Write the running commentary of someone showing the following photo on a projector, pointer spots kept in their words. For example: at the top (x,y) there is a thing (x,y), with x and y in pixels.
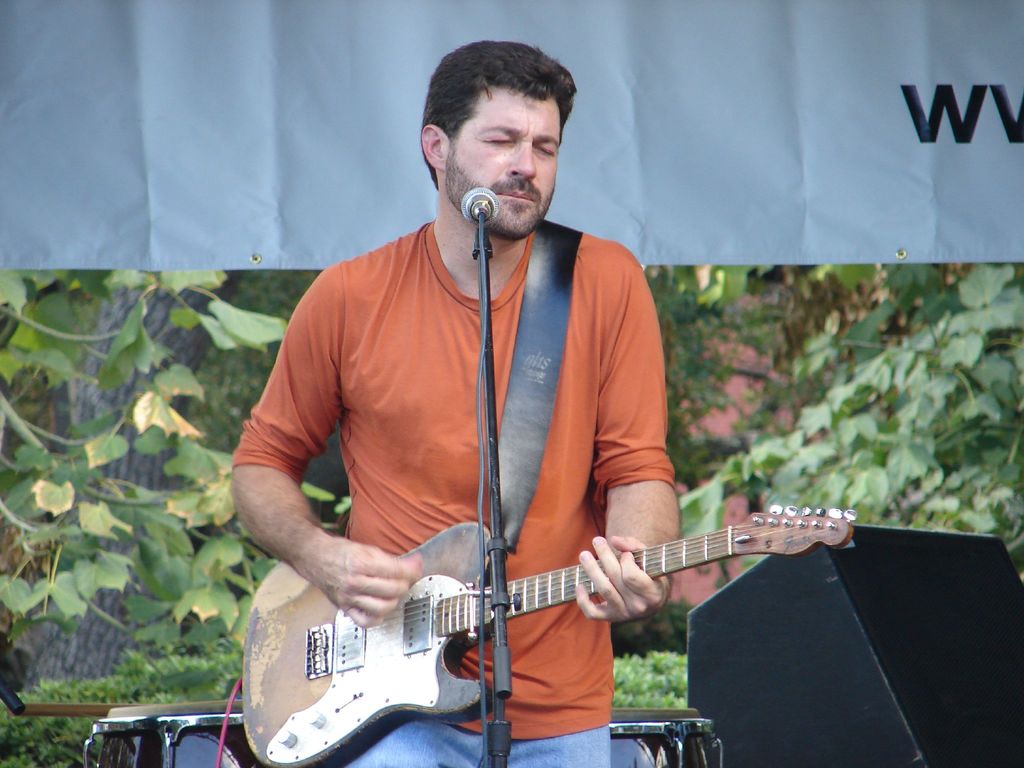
In this image there is a man (528,683) standing and playing a guitar (412,710) and the background (885,486) there is drums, speaker (808,738), tree (76,320) and a banner (12,53).
